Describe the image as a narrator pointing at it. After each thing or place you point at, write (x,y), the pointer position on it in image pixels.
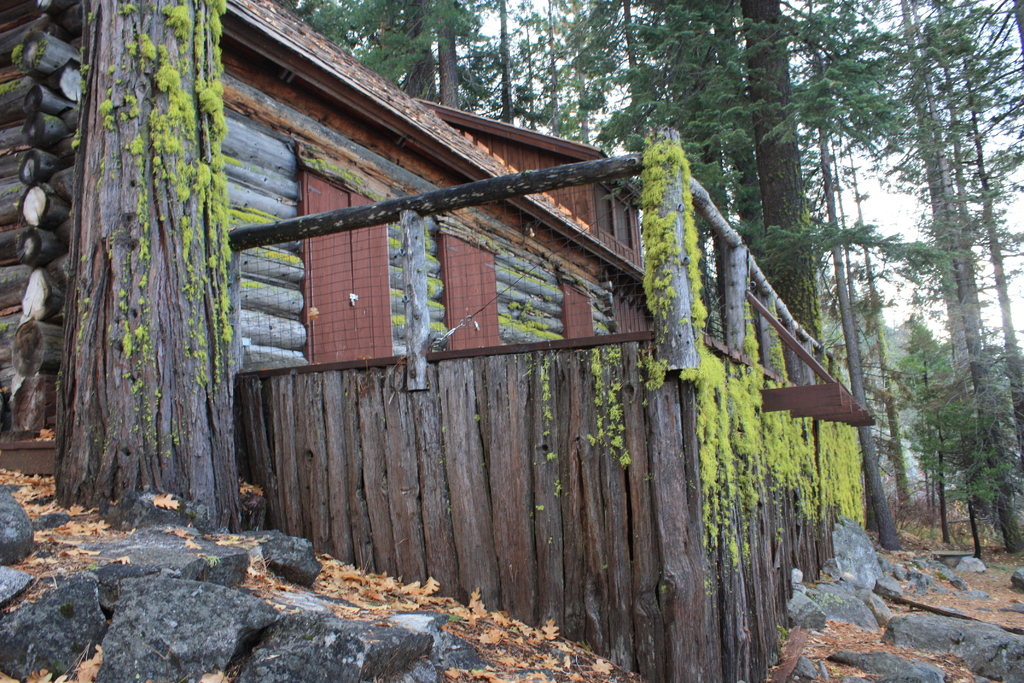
In this image I can see few trees (896,119), few stones (192,566) and dry leaves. I can see the wooden log house (353,180), doors (365,319) and fencing (683,302). The sky (1010,227) is in white color.
